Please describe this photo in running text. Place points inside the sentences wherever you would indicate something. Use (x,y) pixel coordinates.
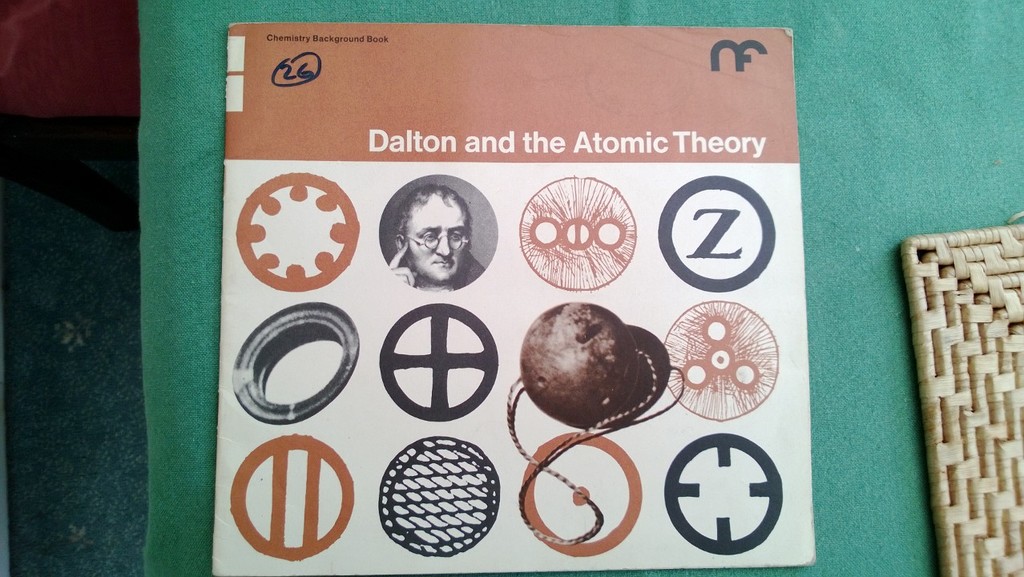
In this picture we can see a poster (321,261) and some objects (937,277).
